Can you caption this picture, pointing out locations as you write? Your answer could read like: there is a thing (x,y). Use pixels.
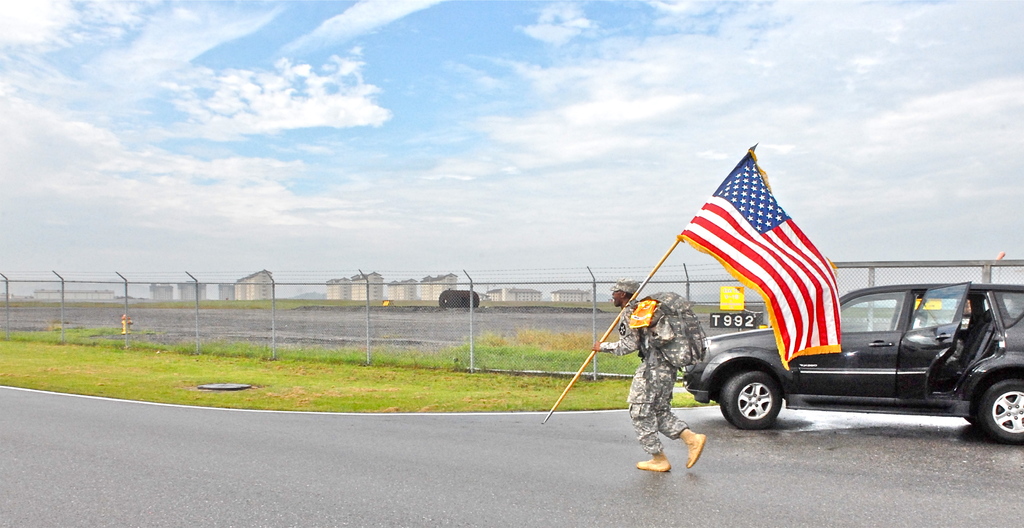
In this image we see a person (651,369) holding a flag (815,324) and a car (748,369) in the foreground (924,401). Behind the person (664,381) we can see a fencing (470,309). In the background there are some buildings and at the top of the image (526,135) we can see a cloudy sky (423,214).
